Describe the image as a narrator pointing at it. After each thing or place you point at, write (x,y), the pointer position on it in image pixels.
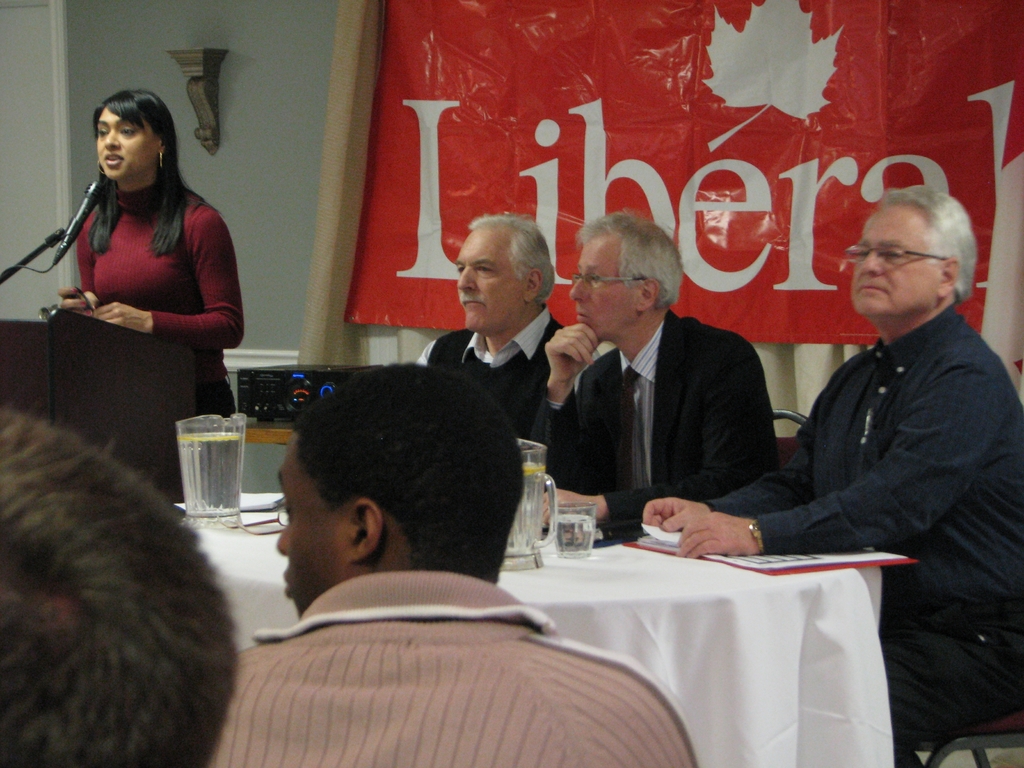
In this image there are persons (475,531) sitting and in the center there is a table (616,597) which is covered with a white colour cloth (639,597). On the table (652,612) there are jars (223,476), there is a glass (566,526) and there are papers (255,504). On the left side (158,257) there is a woman (184,264) standing and in front of the woman (150,305) there is a podium (136,331) and on the podium (136,331) there is a mic (57,236). In the background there is a banner (601,107) which is red in colour with some text (645,191) written on it. On the left side (209,96) there is a lamp (205,78) hanging and the woman (174,223) is speaking.
